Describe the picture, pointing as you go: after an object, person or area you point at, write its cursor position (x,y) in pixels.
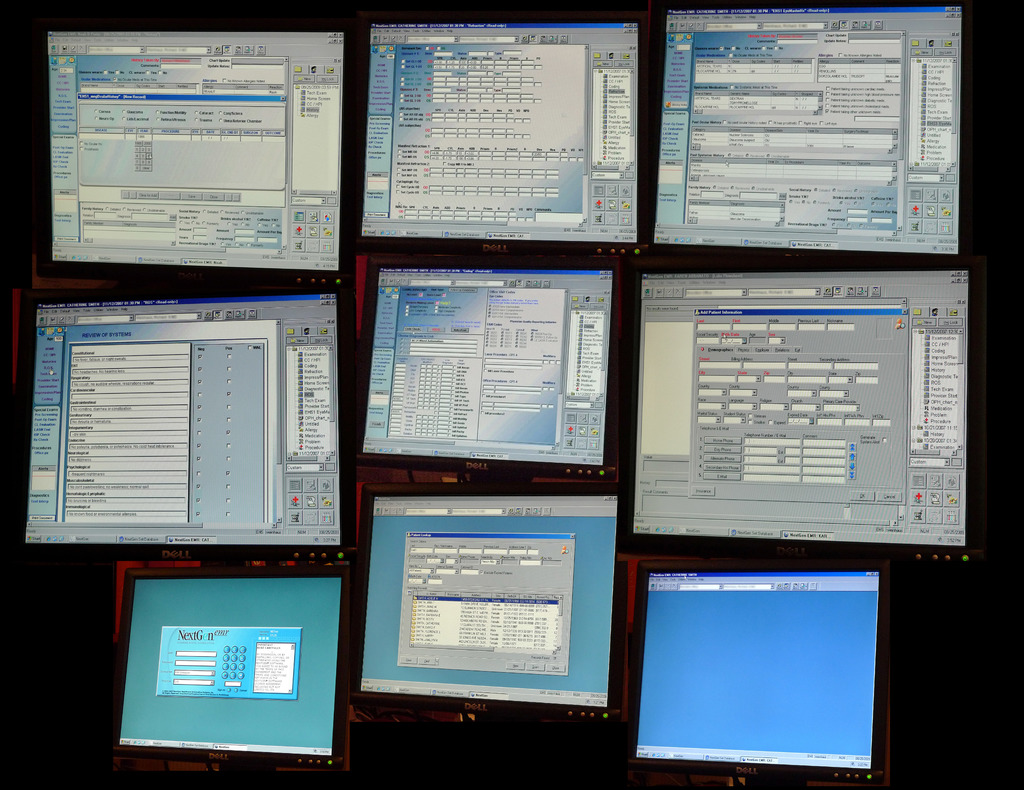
In this picture there are few desktops (645,389) which has few tabs (532,620) opened in it.
